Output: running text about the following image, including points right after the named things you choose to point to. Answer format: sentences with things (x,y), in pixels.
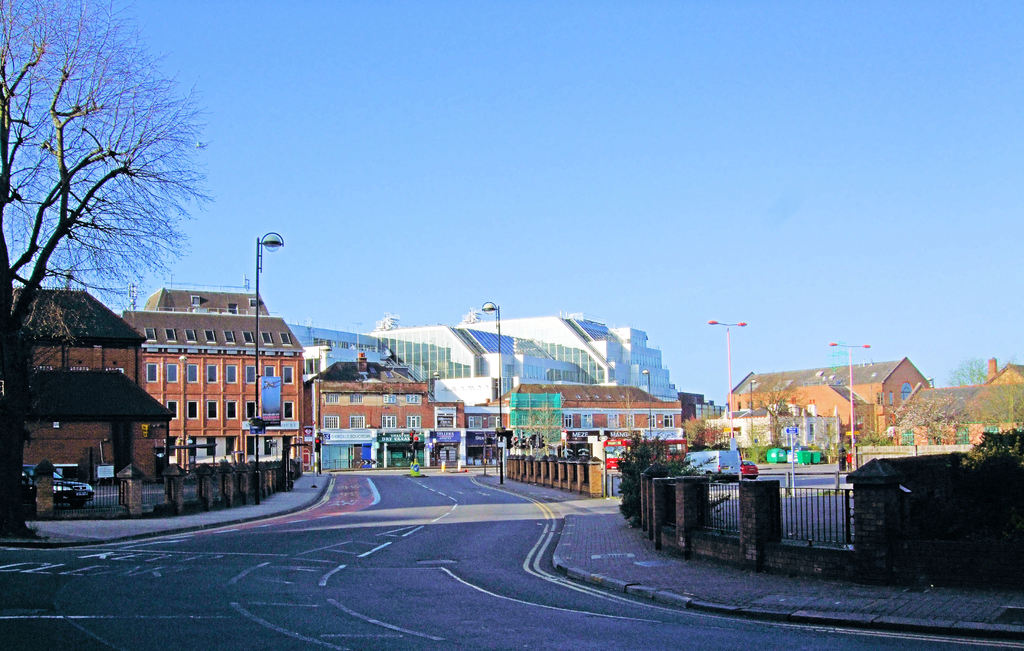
In this image there is a road (475,520). There are street lights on the pavement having fence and plants (1000,511). Left side (65,496) there is a vehicle (61,483). Right side (699,454) there are vehicles (722,458) behind the fence (690,488). Background (65,374) there are trees (696,441) and buildings (970,405). Top of the image (530,193) there is sky (583,197).
